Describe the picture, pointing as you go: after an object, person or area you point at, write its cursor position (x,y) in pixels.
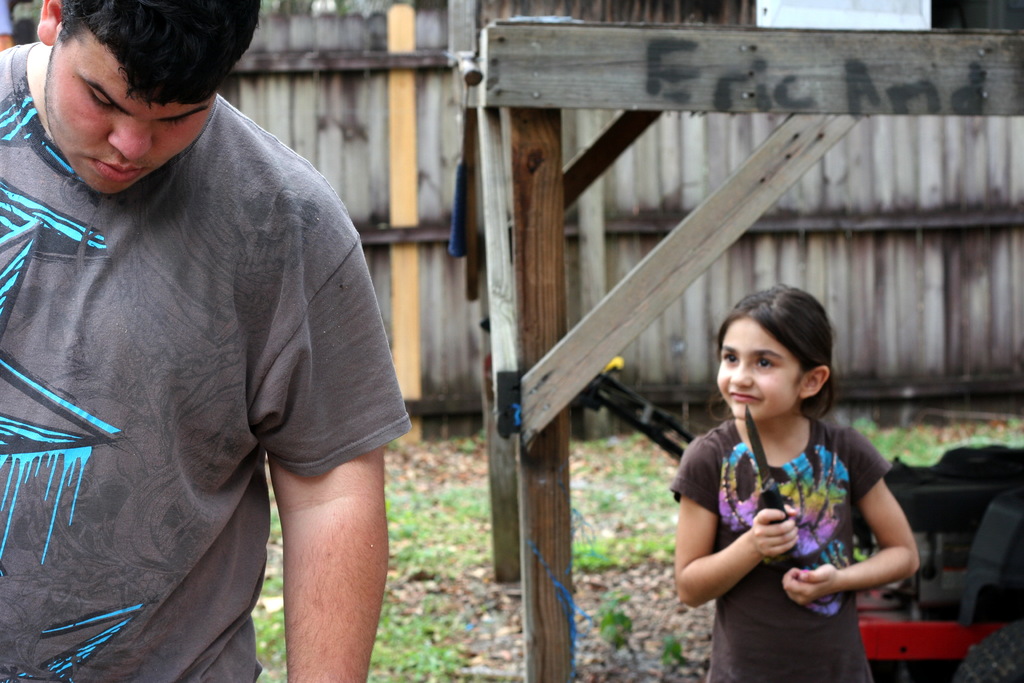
This is the picture of a kid (733,579) who is holding the knife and to the side there is an other person (364,467) and behind there is a wooden fencing (745,257) on the floor (396,590).
